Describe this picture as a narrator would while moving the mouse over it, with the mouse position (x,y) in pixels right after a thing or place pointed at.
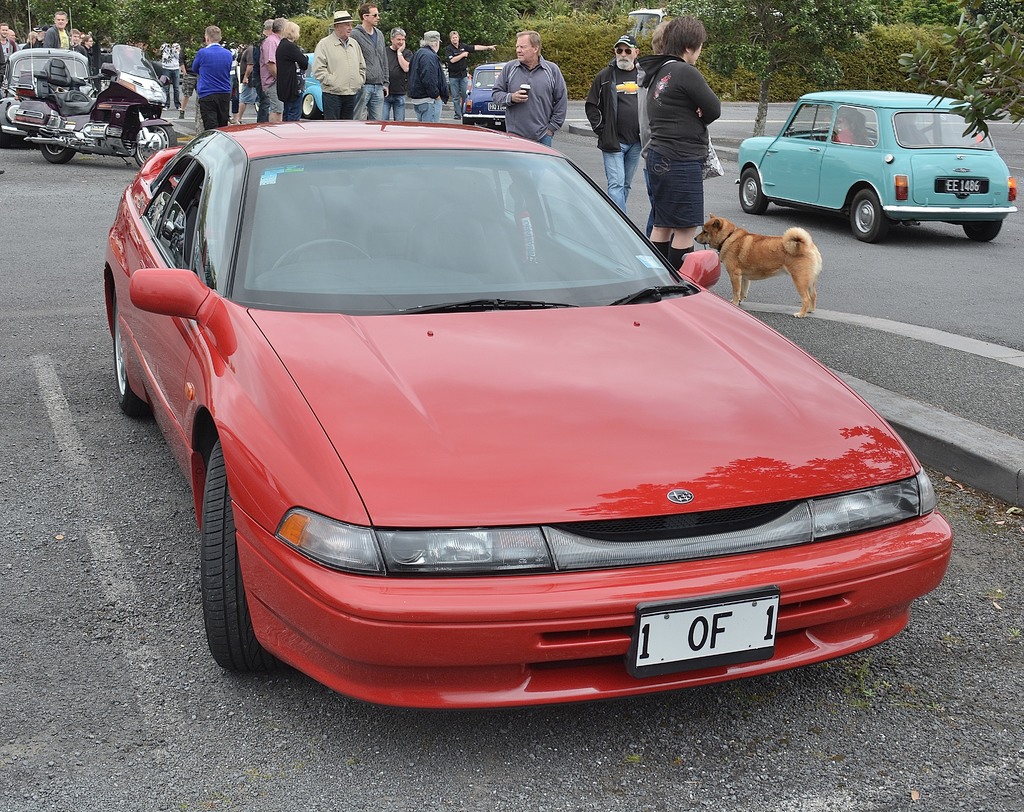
In this picture we can see few vehicles (618,273), dog (741,237) and group of people (526,117) on the road (996,590), in the background (870,32) we can find few trees (801,48).
